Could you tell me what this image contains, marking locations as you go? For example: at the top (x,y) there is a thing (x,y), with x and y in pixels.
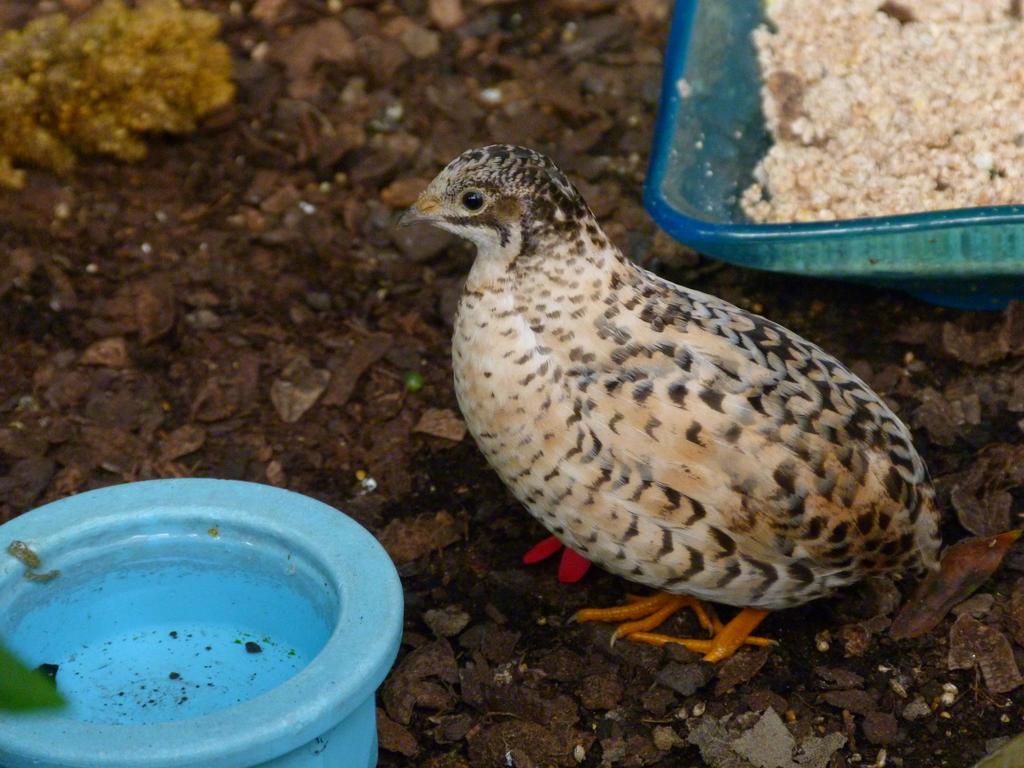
In the picture we can see a surface (866,648) on it, we can see a bird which is cream in color with black color dots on it and near the bird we can see the blue color bowl (209,667) with water (224,677) and behind the bird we can see a blue color tray (754,250) with food (995,161) of the bird (666,389) in it.
